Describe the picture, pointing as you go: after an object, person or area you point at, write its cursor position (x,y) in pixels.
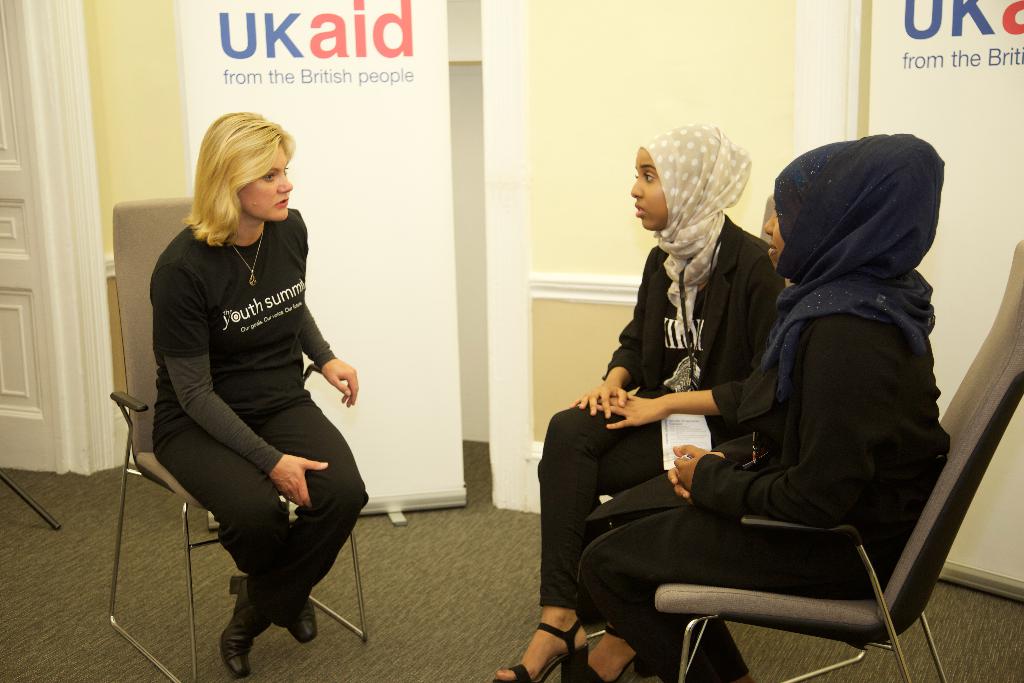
In the image we can see three persons (275,400) were sitting on the chair (148,341). And back we can see wall (585,125), door (47,121) and banner (238,69).
